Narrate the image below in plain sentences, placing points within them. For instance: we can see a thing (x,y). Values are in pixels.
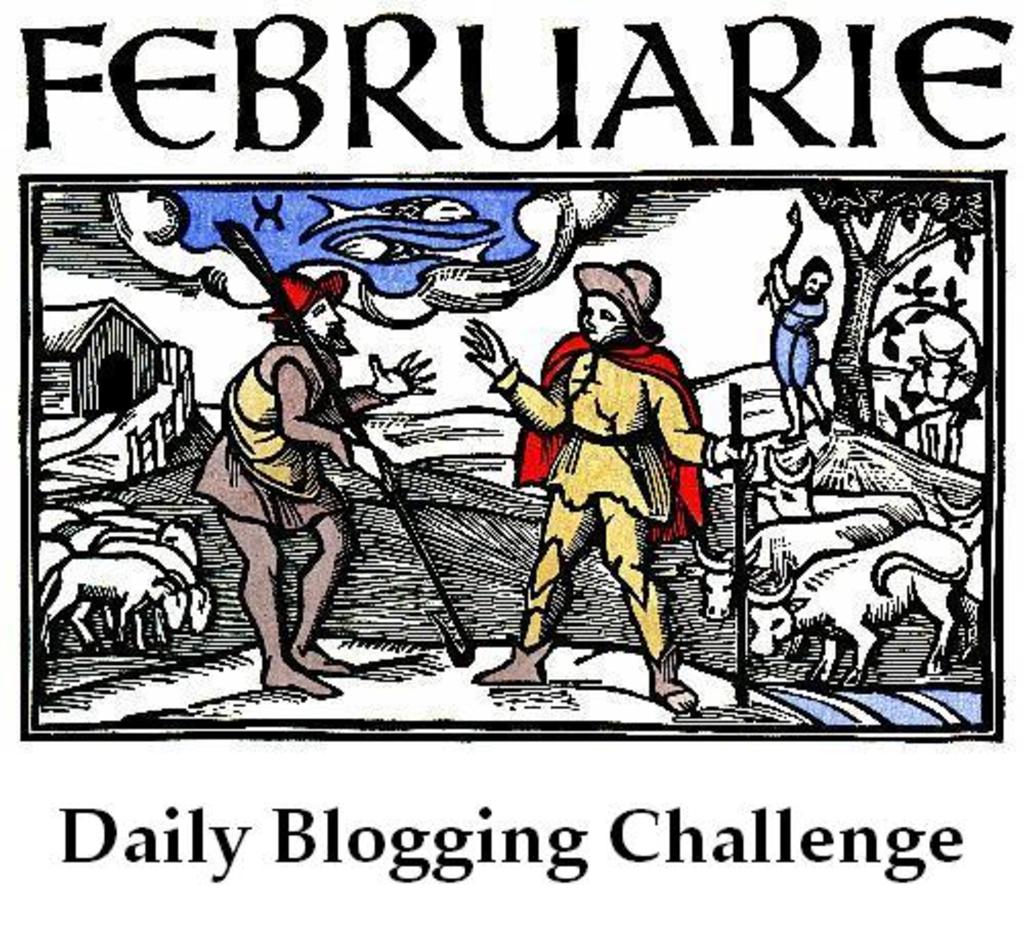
In the image there is an art (657,224) of few people (680,377) standing in the front (308,380) with cattle (918,503) in the back (830,530) and text (605,94) above and below it.
